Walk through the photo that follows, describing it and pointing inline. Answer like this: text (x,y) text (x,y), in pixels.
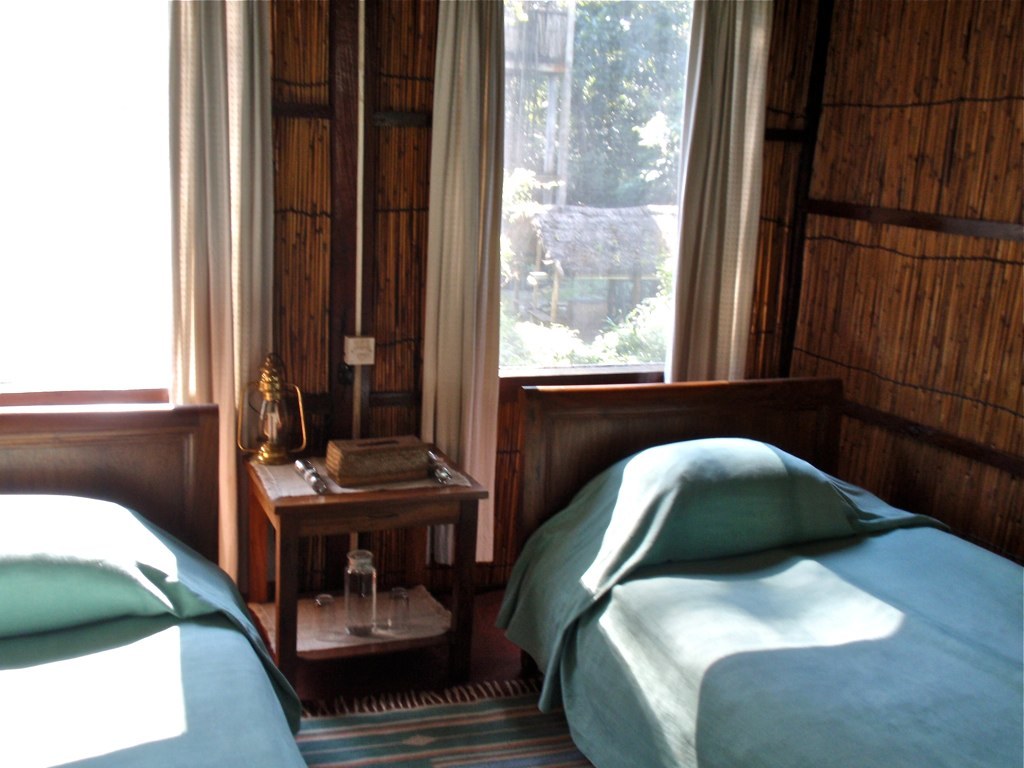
In this image there are two beds (225,684) in the middle (459,512) there is a table (471,533), on that table (463,520) there is a box (337,455), lamp (266,385), under the table (381,598) there is a bottle (365,568) and glasses (395,619), in the background (106,54) there are windows (109,68) to that windows (150,308) there is glass (640,320) and curtains (459,247).
